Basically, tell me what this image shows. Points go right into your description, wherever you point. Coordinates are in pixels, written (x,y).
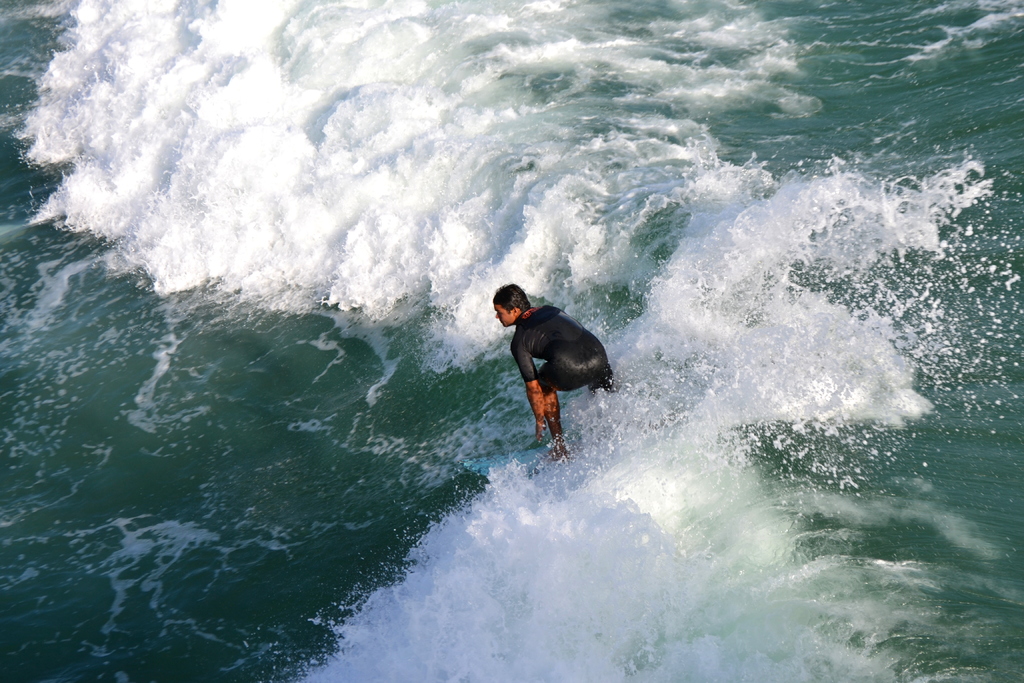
In the center of the image (569,359) there is a person (569,359) surfing on the water (488,157).
